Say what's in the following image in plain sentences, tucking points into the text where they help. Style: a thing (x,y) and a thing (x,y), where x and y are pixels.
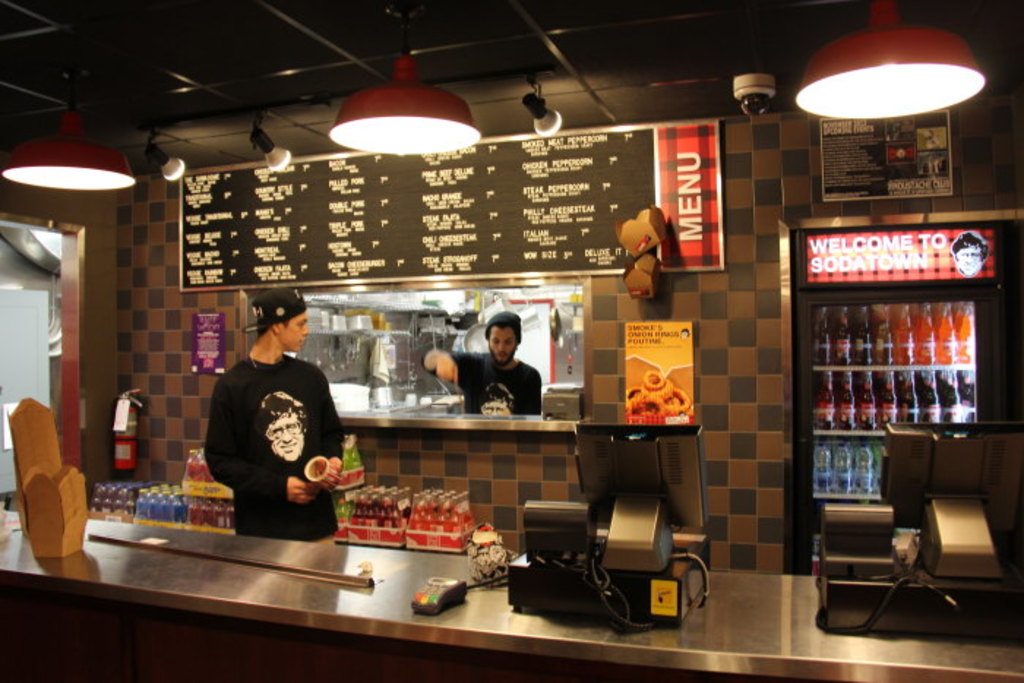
In this image we can see the inner view of a store (547,382). In this image we can see some drinks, a person (247,469) and other objects (484,551). In the background of the image (899,298) there is a person (487,384), refrigerator (814,379) with some drinks (906,309), wall (153,307) and some other objects (579,300). At the top of the image there is the ceiling (343,55) with lights (539,111). At the bottom of the image (451,630) there are some objects (759,621).
